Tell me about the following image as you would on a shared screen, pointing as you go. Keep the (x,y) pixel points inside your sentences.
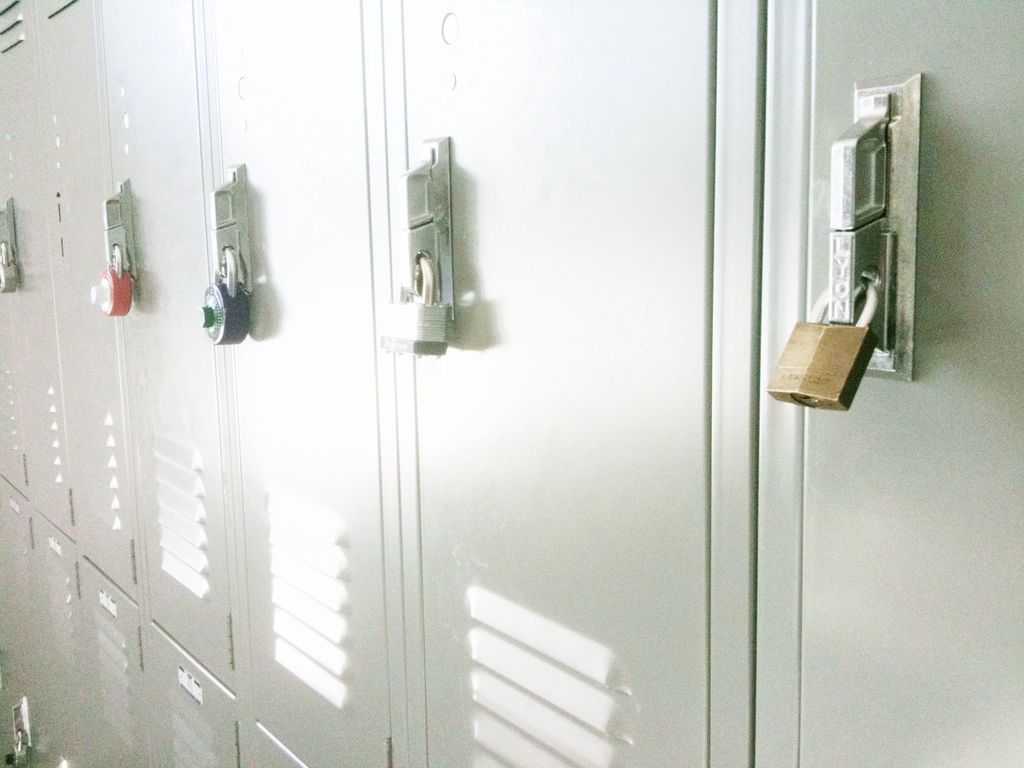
In this image I can see some lockers (409,568) which are in ash color. And I can see the locks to the lockers (354,305). These locks (217,313) are in red, blue, white and brown color.
